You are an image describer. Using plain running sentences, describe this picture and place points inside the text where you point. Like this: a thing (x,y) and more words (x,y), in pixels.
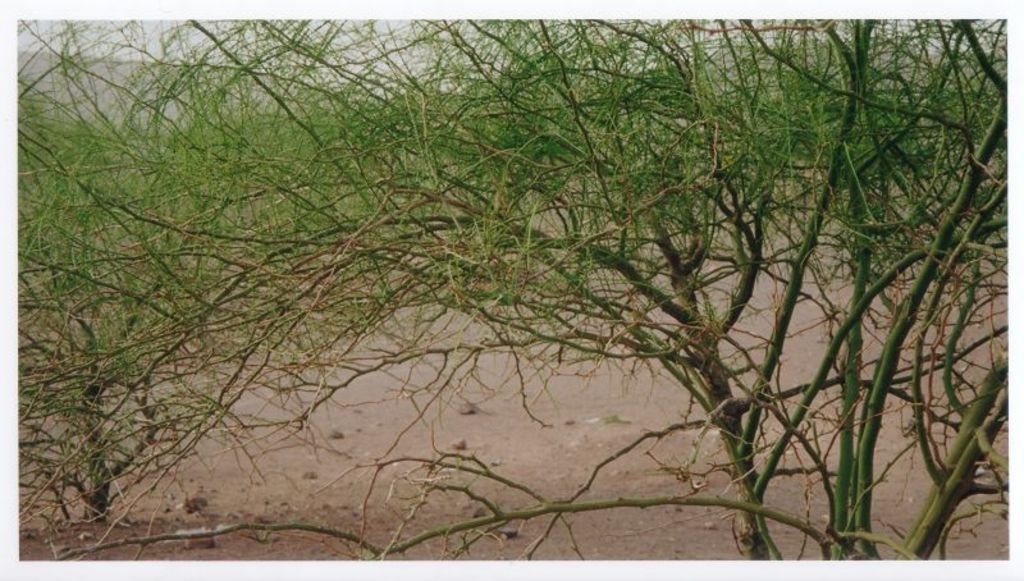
This image is taken outdoors. At the bottom of the image (591,498) there is a ground (558,437). In this image there are many trees (936,529).
